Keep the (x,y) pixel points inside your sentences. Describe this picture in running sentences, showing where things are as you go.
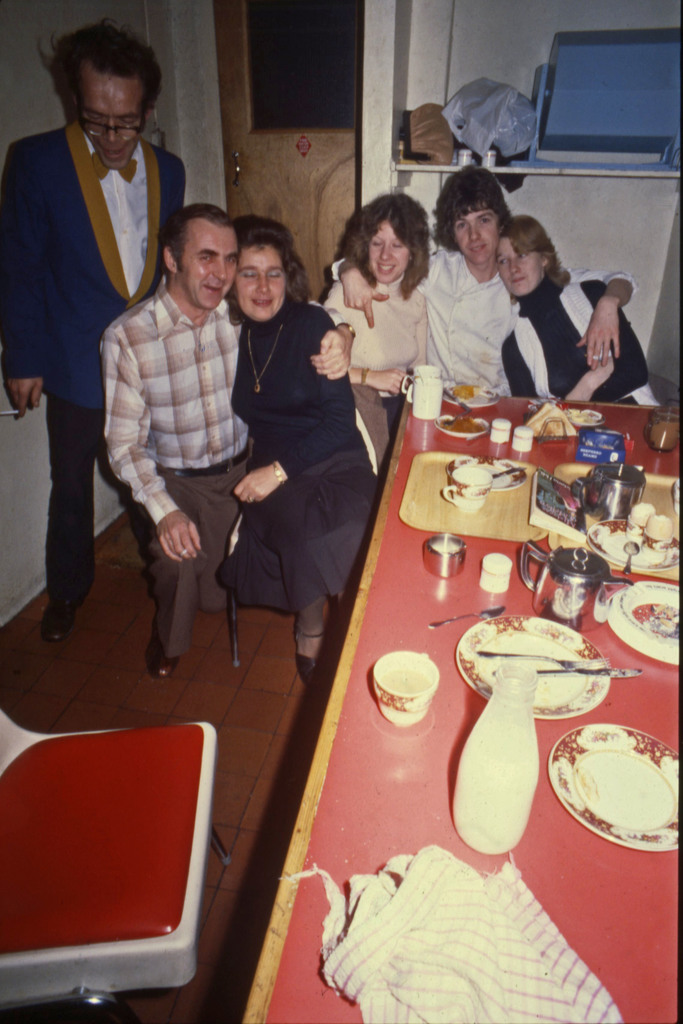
In the picture I can see a few people (534,232) sitting on the chairs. There is a man (20,339) on the left side (181,180) is wearing a suit (124,286). I can see the table (381,819) and chair (87,882) on the floor (222,817). I can see the plates (645,582), cups (456,475), serving plates (583,473) and butter knives (593,669) are kept on the table (534,850). I can see the door (314,123) at the top of the picture (314,149).
